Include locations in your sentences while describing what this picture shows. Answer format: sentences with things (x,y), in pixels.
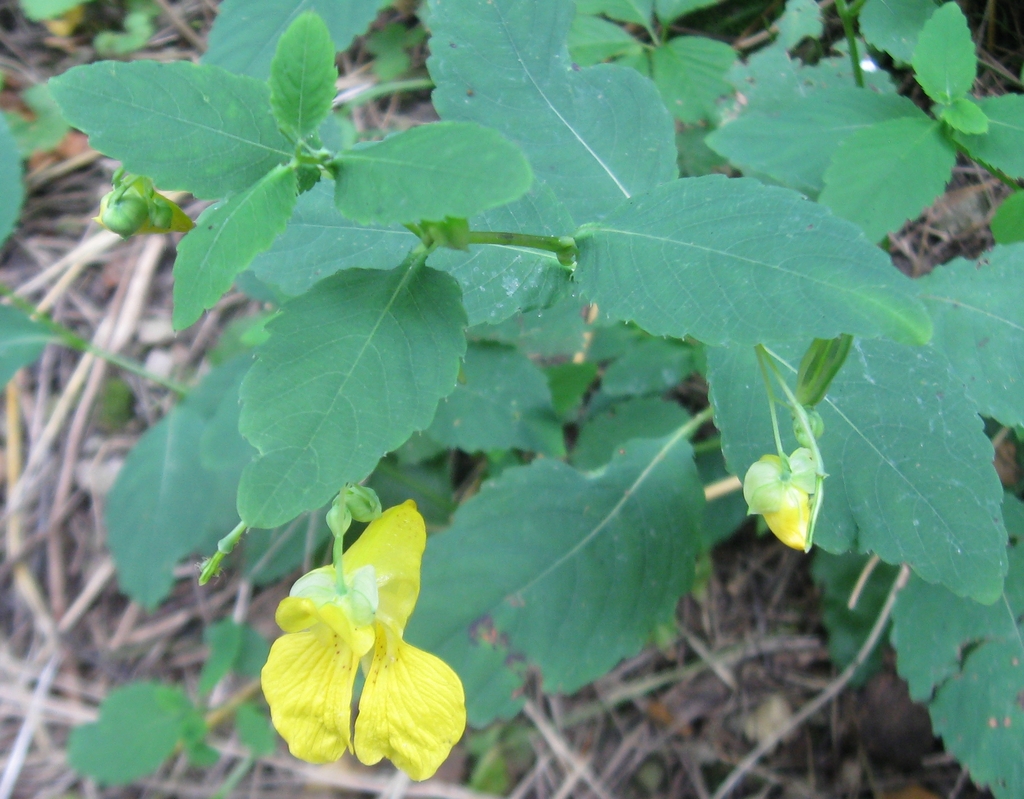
This image consists of flowers (363,588) along with green leaves (560,332). At the bottom (556,726), there is dry grass (28,652).
